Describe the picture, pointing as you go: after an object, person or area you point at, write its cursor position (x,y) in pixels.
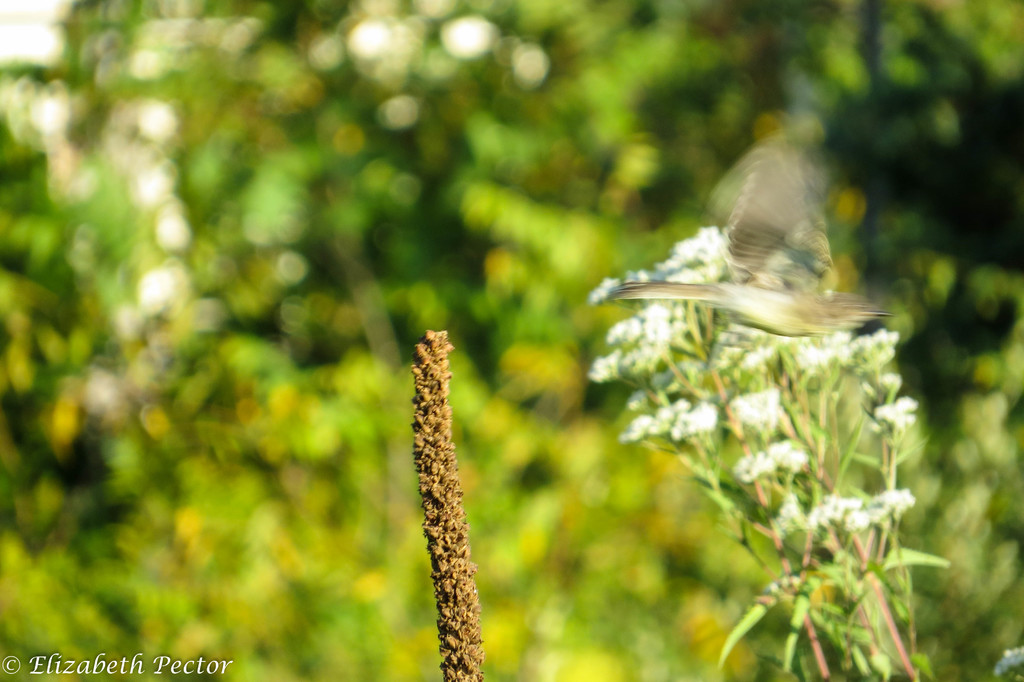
In this image I can see a bird (779,331) visible on the bunch of flowers (800,516) and background (98,367) is too blurry.
